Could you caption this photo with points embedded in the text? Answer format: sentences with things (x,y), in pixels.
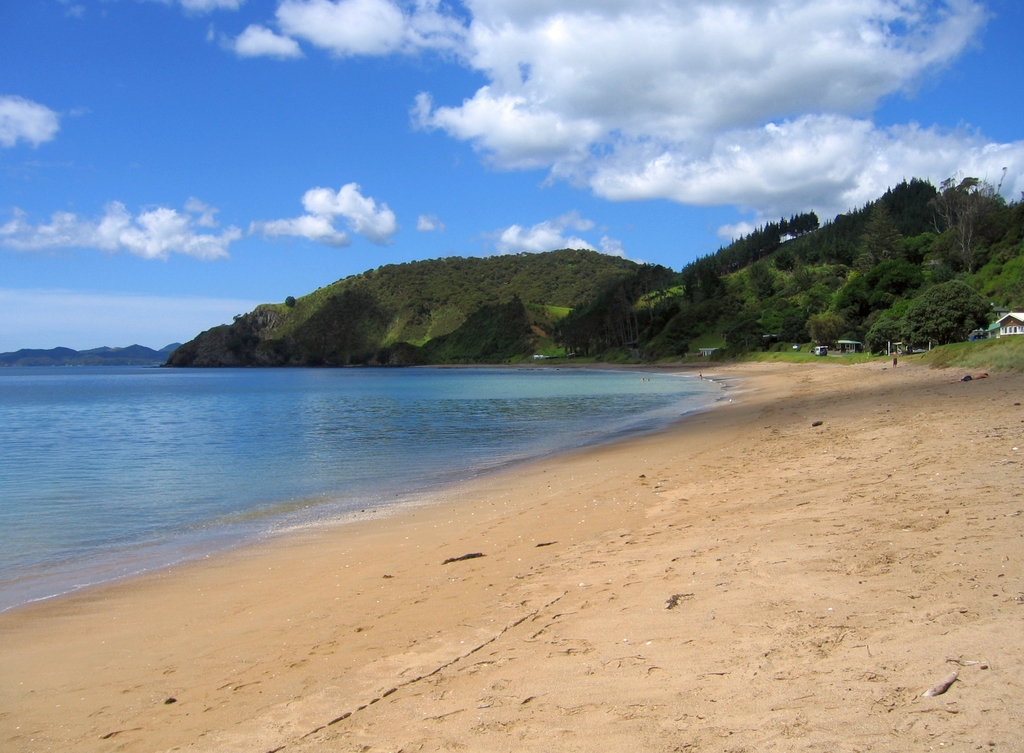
On the left side of the image (173,451) there is a sea (169,442). In the center (432,296) there are hills (753,299). At the top (307,178) there is sky (397,142). On the right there are sheds (1008,323). At the bottom (196,686) there is a seashore (791,626).
